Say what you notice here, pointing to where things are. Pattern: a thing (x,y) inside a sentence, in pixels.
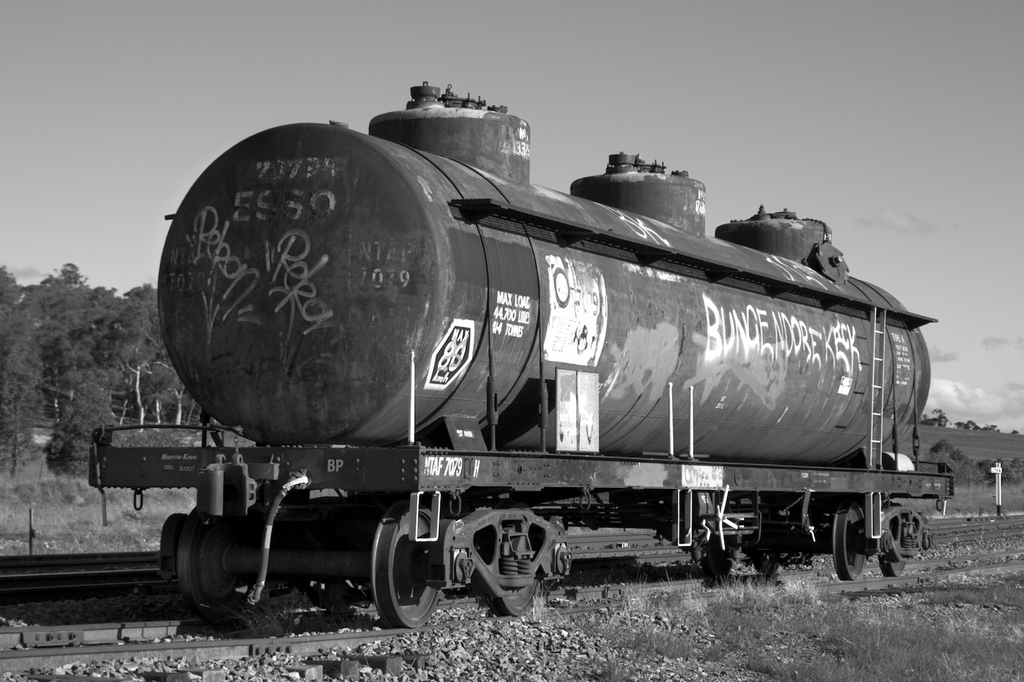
In this picture there might be a goods train (612,343) on the railway track (840,584). At the back (66,344) there are trees (66,344) and there is a pole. At the top (502,61) there is sky (536,9). At the bottom (634,636) there are stones (445,648), railway tracks (398,634) and there is grass (759,580).
